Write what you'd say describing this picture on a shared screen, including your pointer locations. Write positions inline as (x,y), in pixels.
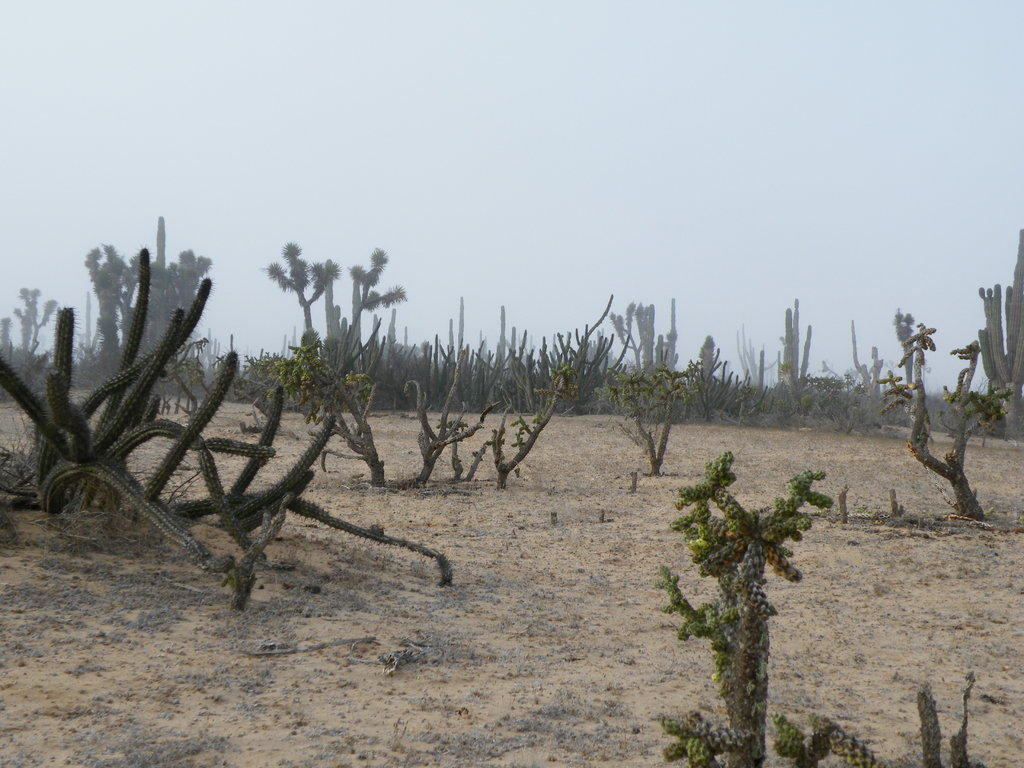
In this image we can see some cactus (248,599) on the ground (546,480) and there are some plants (749,715) and at the top (506,80) there is a sky (459,110).
